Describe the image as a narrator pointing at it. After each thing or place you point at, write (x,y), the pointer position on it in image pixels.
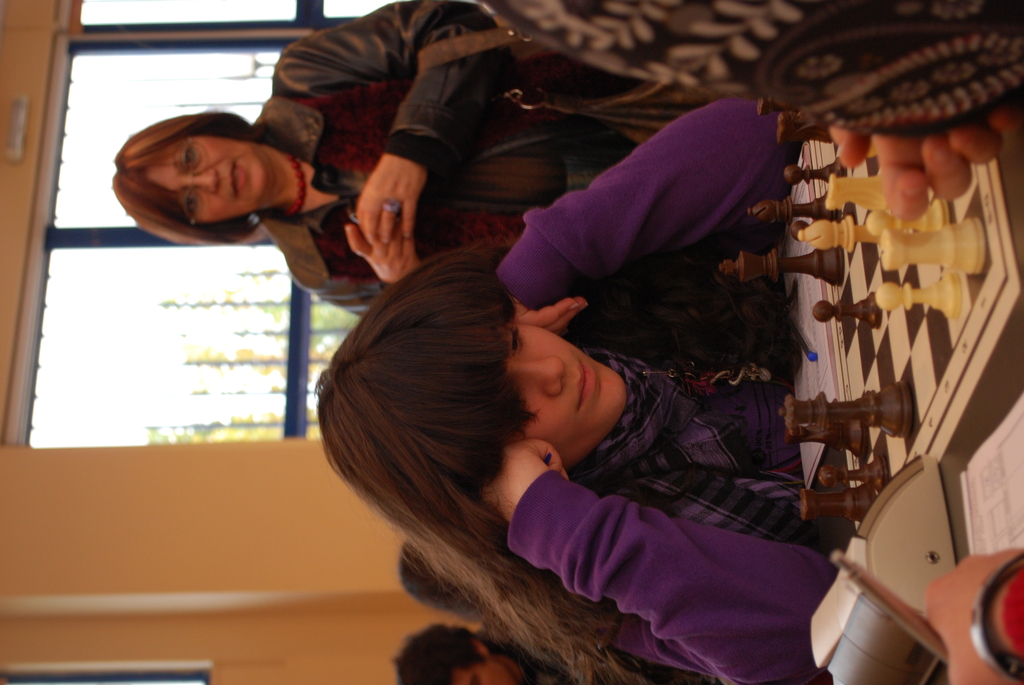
In this picture we can see the girl (619,508) wearing a purple t-shirt (677,587) sitting and playing the chess board (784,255). Behind there is a woman (381,127) wearing a jacket (418,99) and looking to her. In the background (195,548) there is a glass door (151,33) and yellow wall (207,537).
